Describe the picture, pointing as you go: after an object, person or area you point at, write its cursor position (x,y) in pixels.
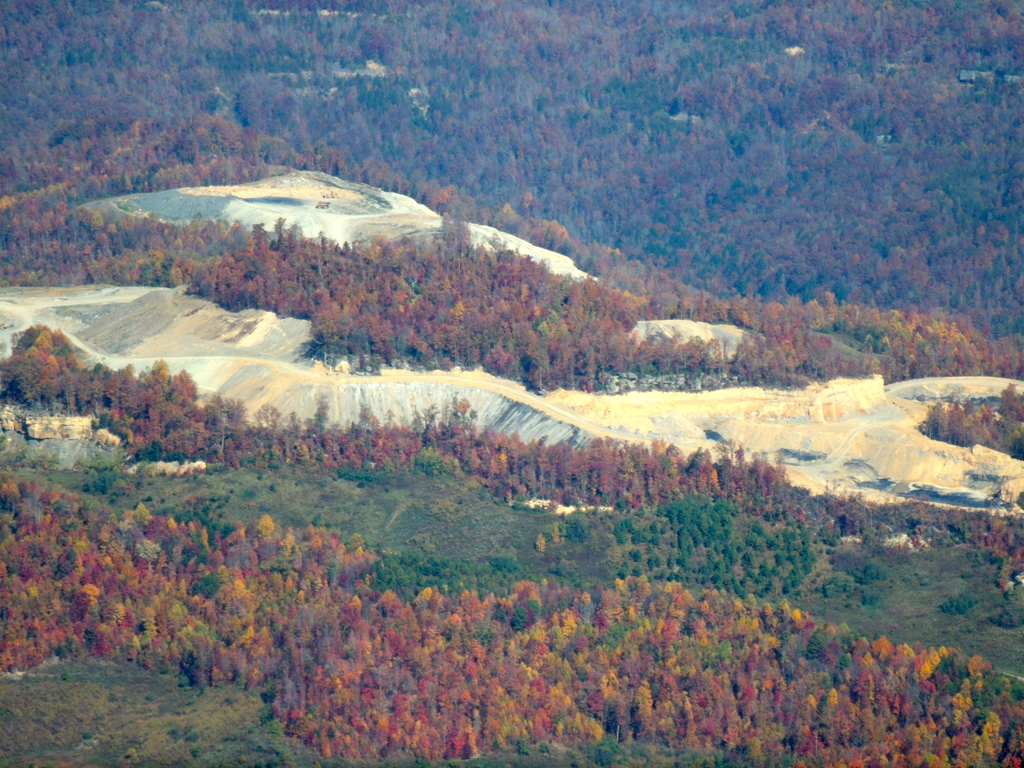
In the image we can some trees (728,307) and hills (307,205).
